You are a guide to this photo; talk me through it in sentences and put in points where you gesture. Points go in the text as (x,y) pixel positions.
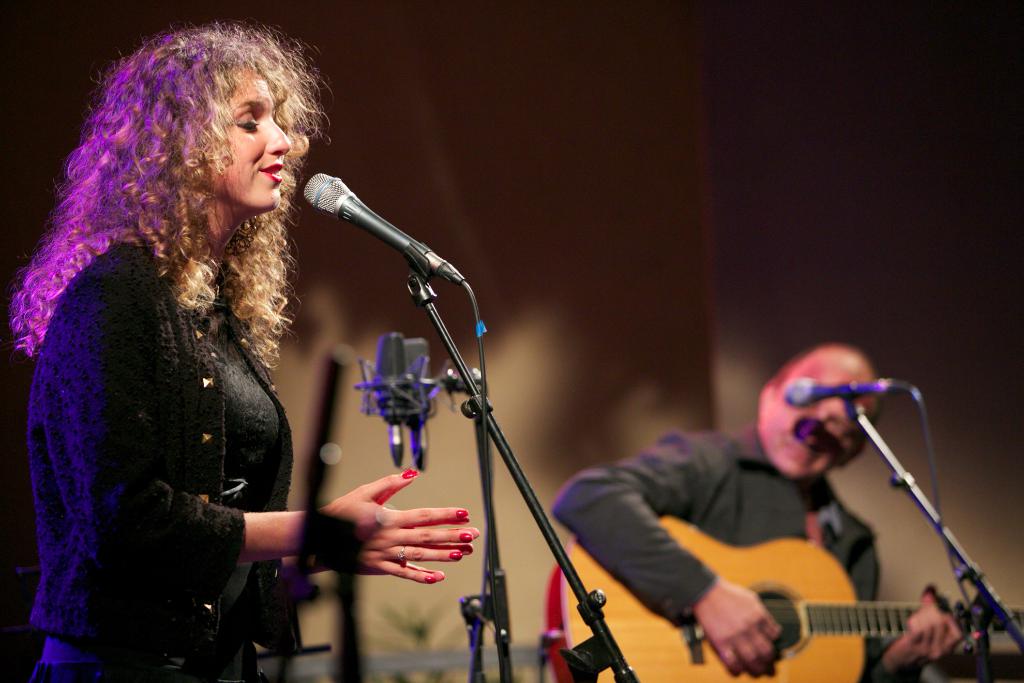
In the foreground of the image (148,543) there is a lady (227,186) singing in a mic (368,218). In the background of the image (809,377) there is a person (821,355) holding a guitar (644,679). There is a mic (819,387). There is a wall (580,213).
